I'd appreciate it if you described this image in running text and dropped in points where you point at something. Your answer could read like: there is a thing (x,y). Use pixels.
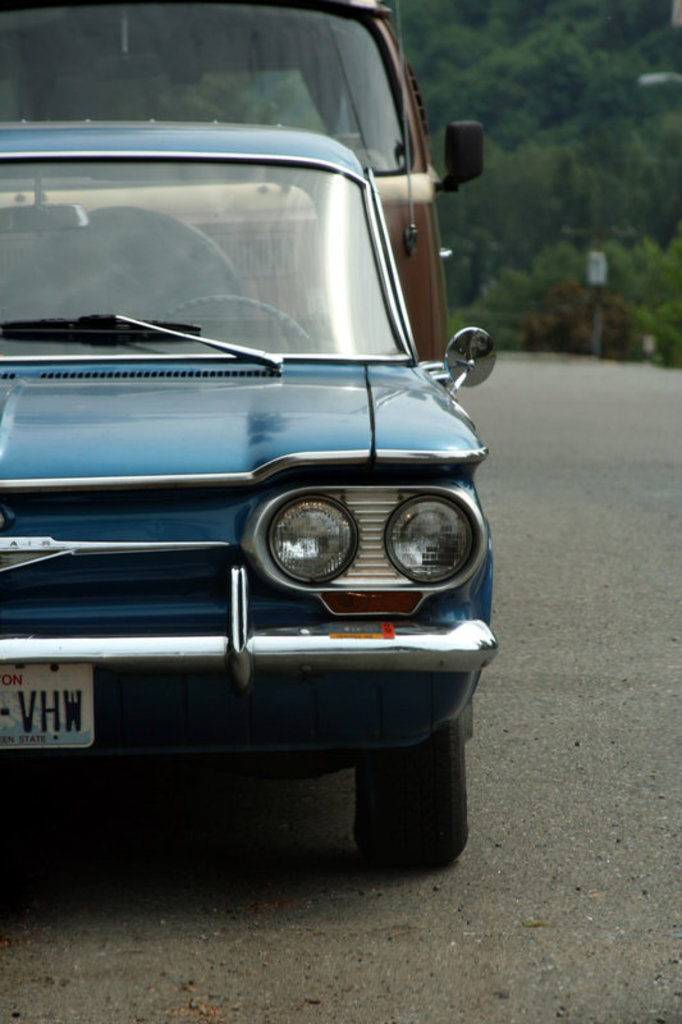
In this image there is a road (516,733), on that road (522,739) there are vehicles (335,328) in the background (592,215) there are trees (588,213).
